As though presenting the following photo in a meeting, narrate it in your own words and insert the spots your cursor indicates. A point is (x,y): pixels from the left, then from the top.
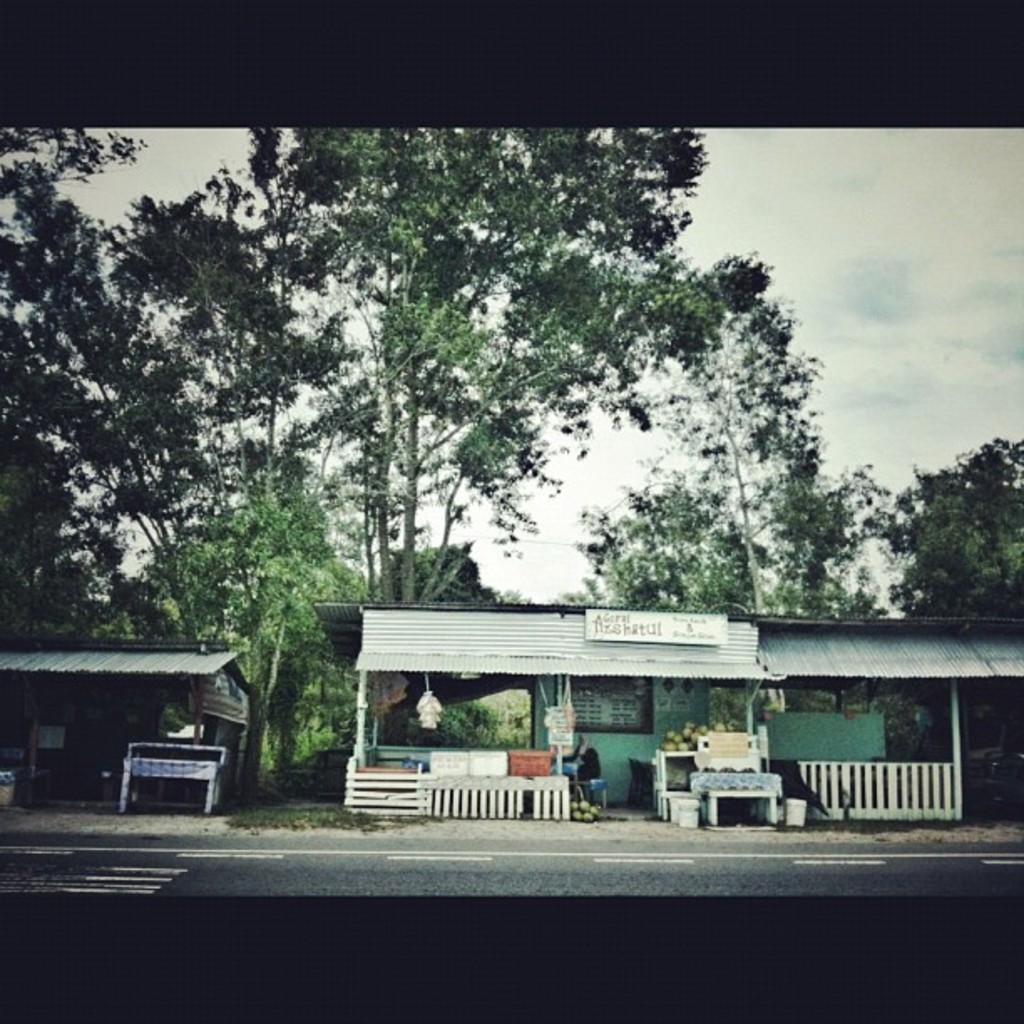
In the foreground of the picture (69,892) it is road (40,849). In the middle of the picture (544,667) we can see small shops (380,731), tables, board (634,618), trees (289,622) and various objects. In the background (876,282) it is sky (177,158).
